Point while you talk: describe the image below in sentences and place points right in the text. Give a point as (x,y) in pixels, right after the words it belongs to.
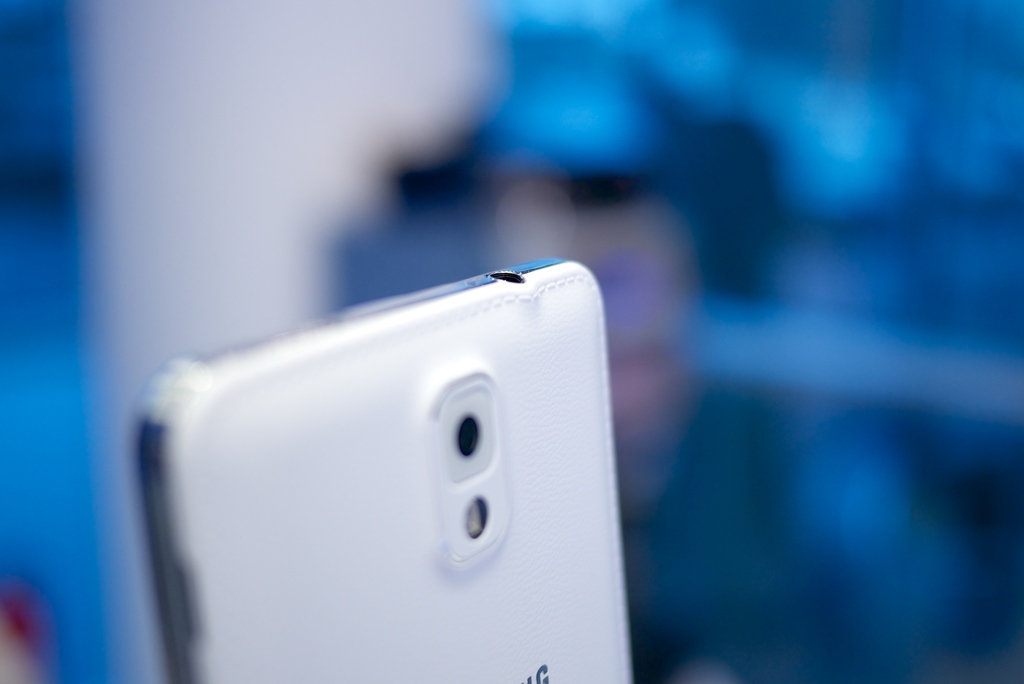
In this picture I can see a mobile (274,500), and there is blur background (1021,60).
